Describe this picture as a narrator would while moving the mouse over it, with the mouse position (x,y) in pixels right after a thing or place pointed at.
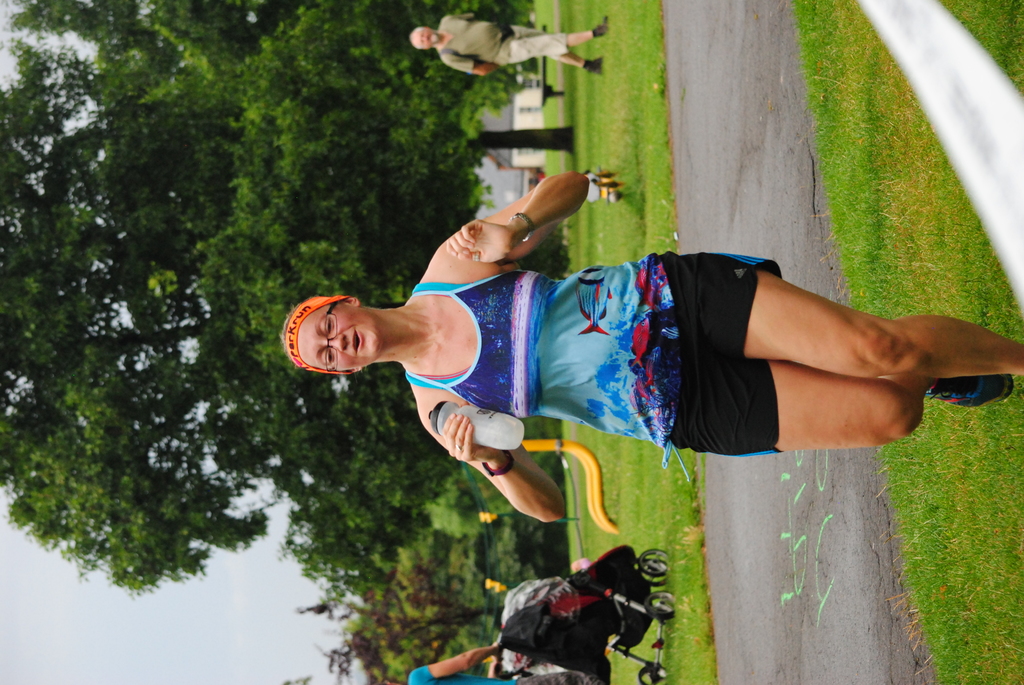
This is a rotated image. In this image there is a lady (635,396) running on the surface of the grass (921,493), behind her there is a road (825,459) and there is a person (520,52) walking. On the other side of the image there is a person (468,663) walking, in front of him there is a baby walker (549,612). In the background (344,412) there are trees (263,464) and the sky (220,582).
